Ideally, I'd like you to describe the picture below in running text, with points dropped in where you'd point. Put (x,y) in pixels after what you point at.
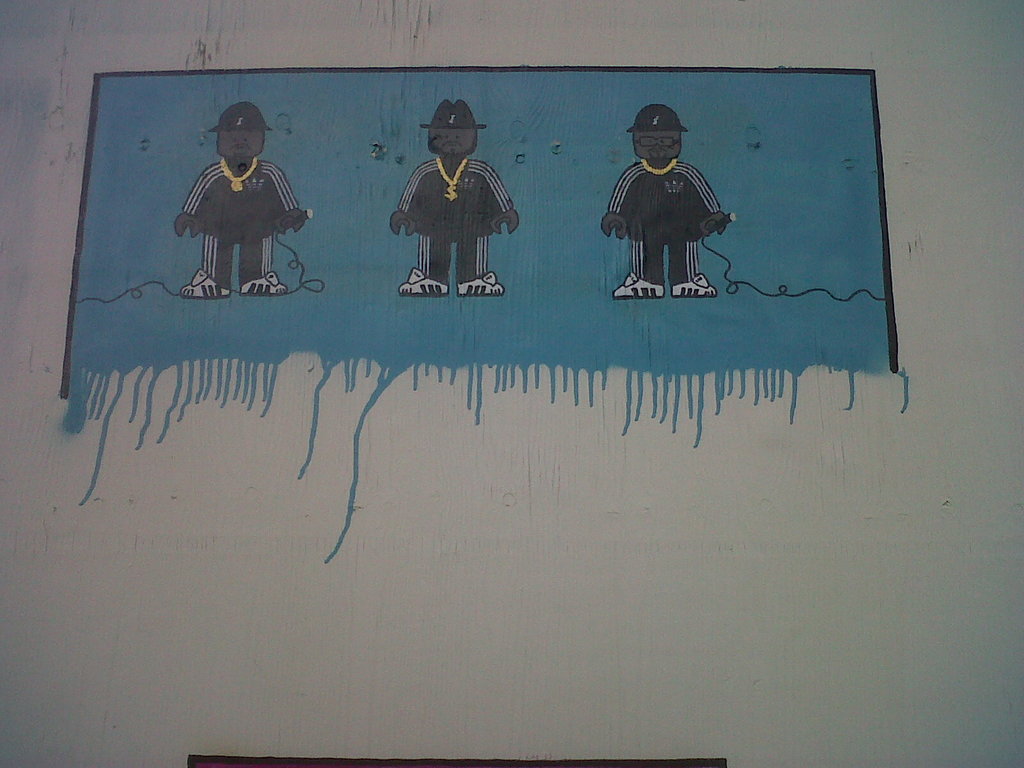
In this image I can see the white colored surface (689,595) and on it I can see the painting (431,231) of three persons (243,139) standing which is black, white and blue in color.
